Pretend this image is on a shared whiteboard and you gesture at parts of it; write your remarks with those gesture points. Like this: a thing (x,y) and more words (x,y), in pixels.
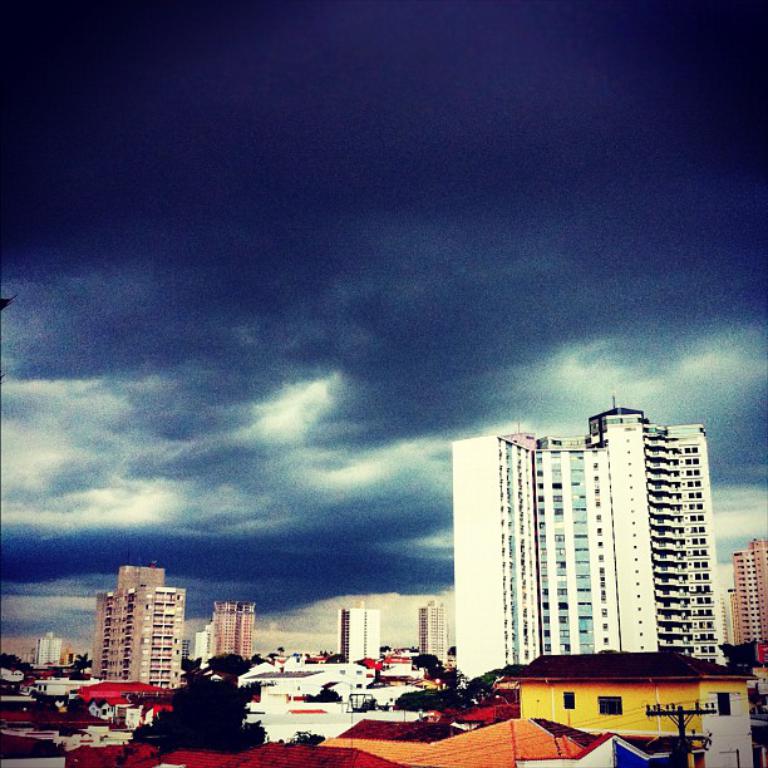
In this picture we can see buildings (442,622), trees (199,732), electric pole (683,735) with cables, houses (550,730) and a cloudy sky (370,288).
